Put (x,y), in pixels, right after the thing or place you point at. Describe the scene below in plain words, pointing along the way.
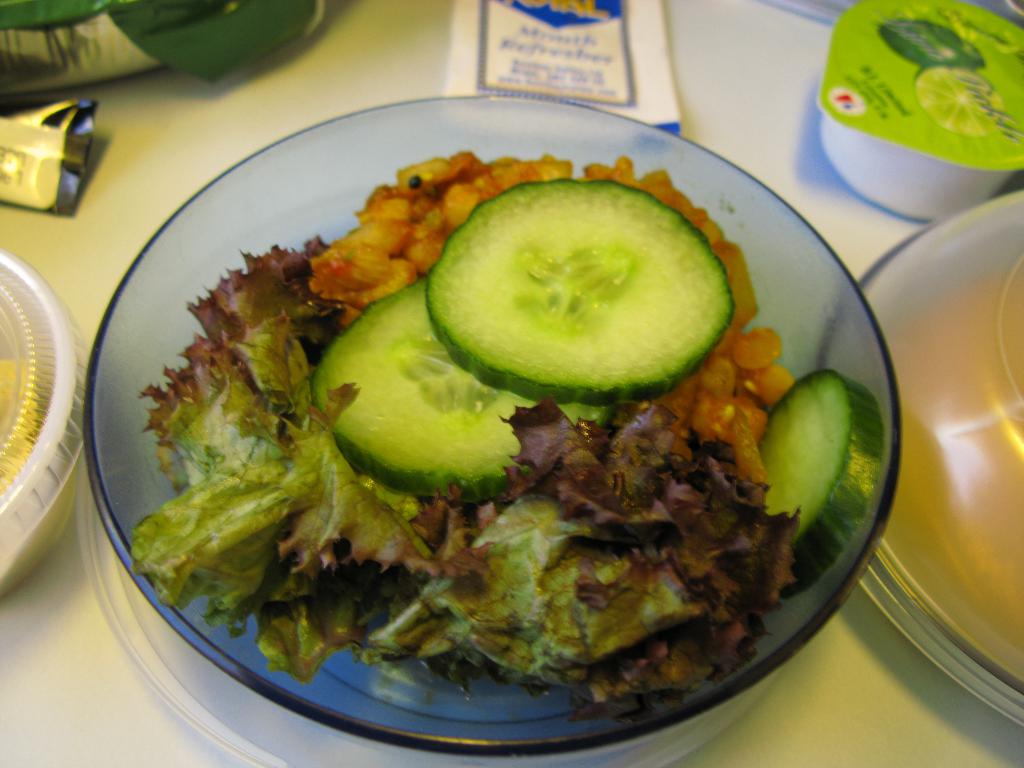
At the bottom of the image (130,679) there is a table (843,712) with two packets (48,127), two boxes (935,111), a vessel (64,378), a plate (919,509) and a bowl (315,395) with cucumber slices (525,360) and a salad (706,674) on it.
